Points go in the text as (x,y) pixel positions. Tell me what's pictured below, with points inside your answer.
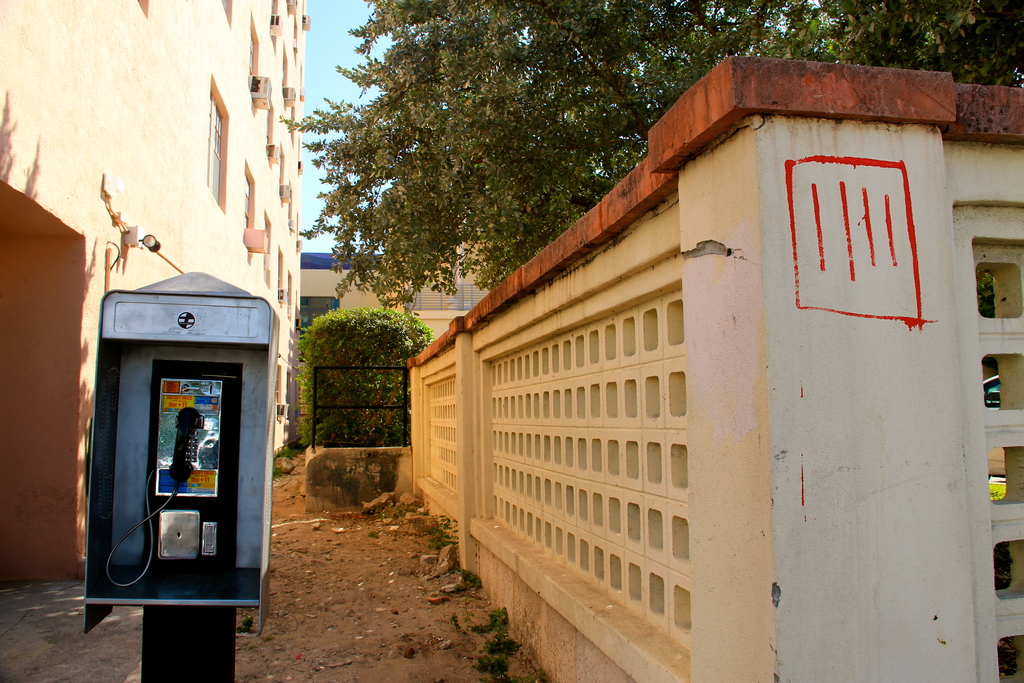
In this picture we can see a telephone (200,432) in the box (143,501), beside to the box (266,449) we can find a wall (573,478), in the background (351,319) we can find few trees (402,343) and buildings (278,185), and also we can see a car (992,386).
